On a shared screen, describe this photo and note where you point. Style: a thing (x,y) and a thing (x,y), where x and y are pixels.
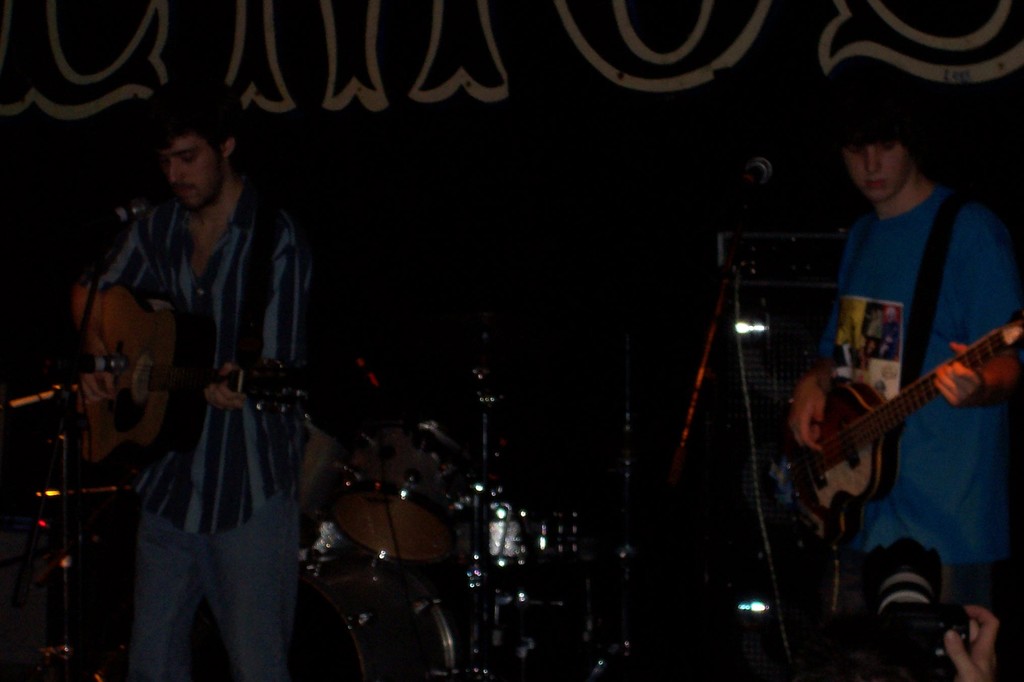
In this image I see 2 men (160,667) and both of them are holding the guitar (876,471) and they are standing in front of the mic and I can also see that there is a hand (988,613) of a person (981,660) who is holding the camera (889,585). In the background (585,593) I see the drums (428,670).
